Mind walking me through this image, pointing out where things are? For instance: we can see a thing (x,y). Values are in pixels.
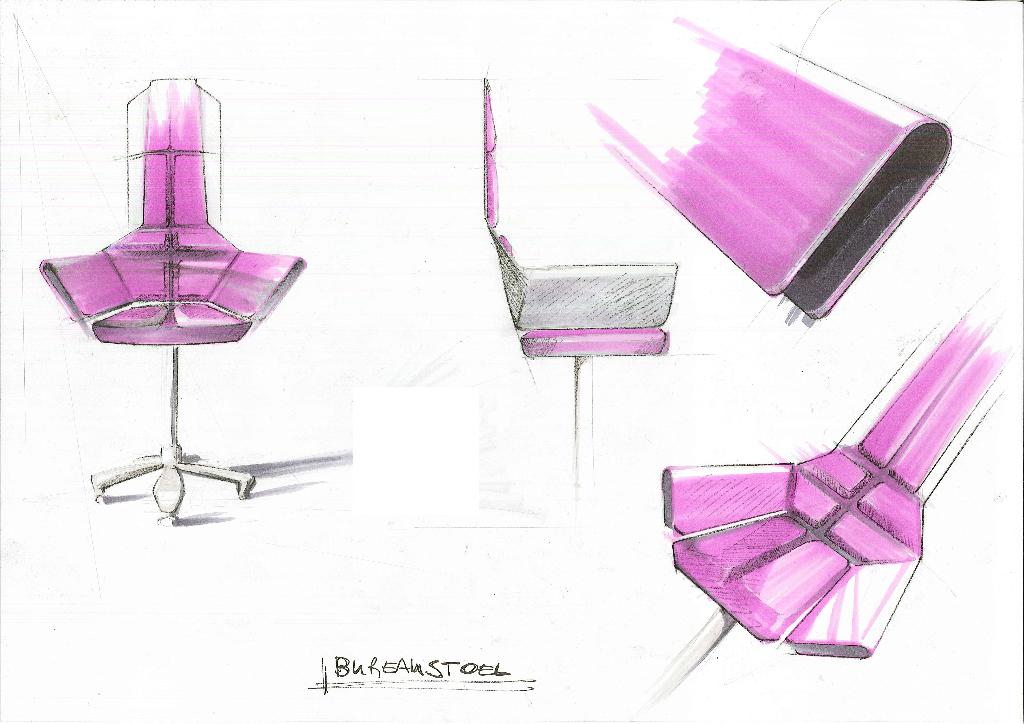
In this image we can see the drawing (578,337) of a chair (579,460) which is in pink color and on the right side (883,469), we can see top view (909,510) and side view (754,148) of a chair (819,162) and also we can see some text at the bottom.
